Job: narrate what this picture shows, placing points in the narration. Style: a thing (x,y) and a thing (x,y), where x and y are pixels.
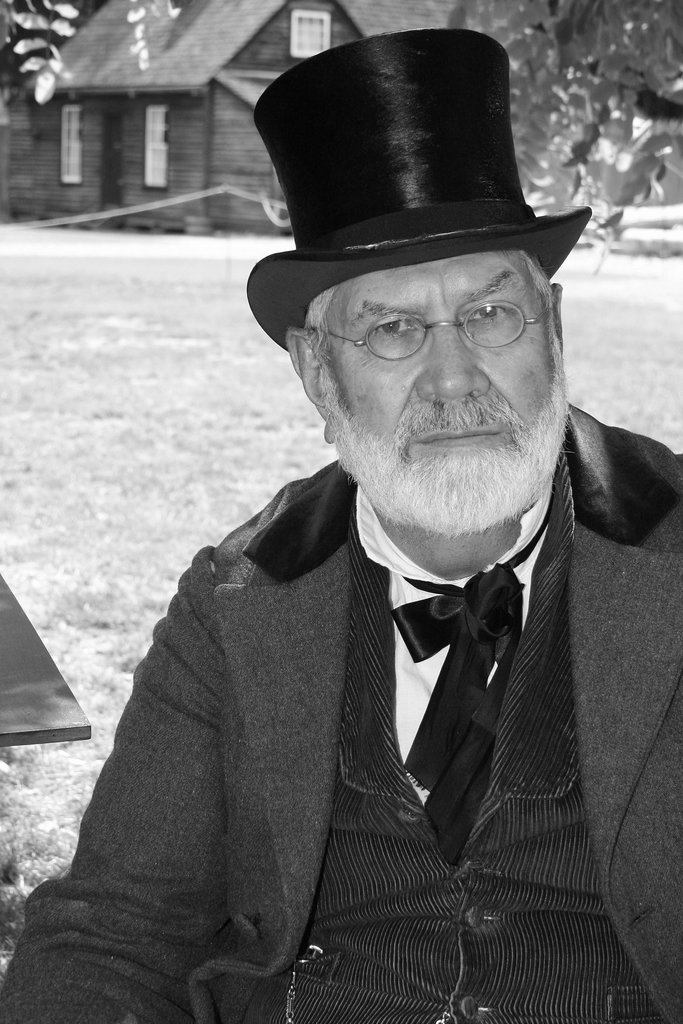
In front of the image there is a person (352,590), behind the person (288,569) there is an object (45,683) and there is a wooden house (164,96) and trees (45,54).
